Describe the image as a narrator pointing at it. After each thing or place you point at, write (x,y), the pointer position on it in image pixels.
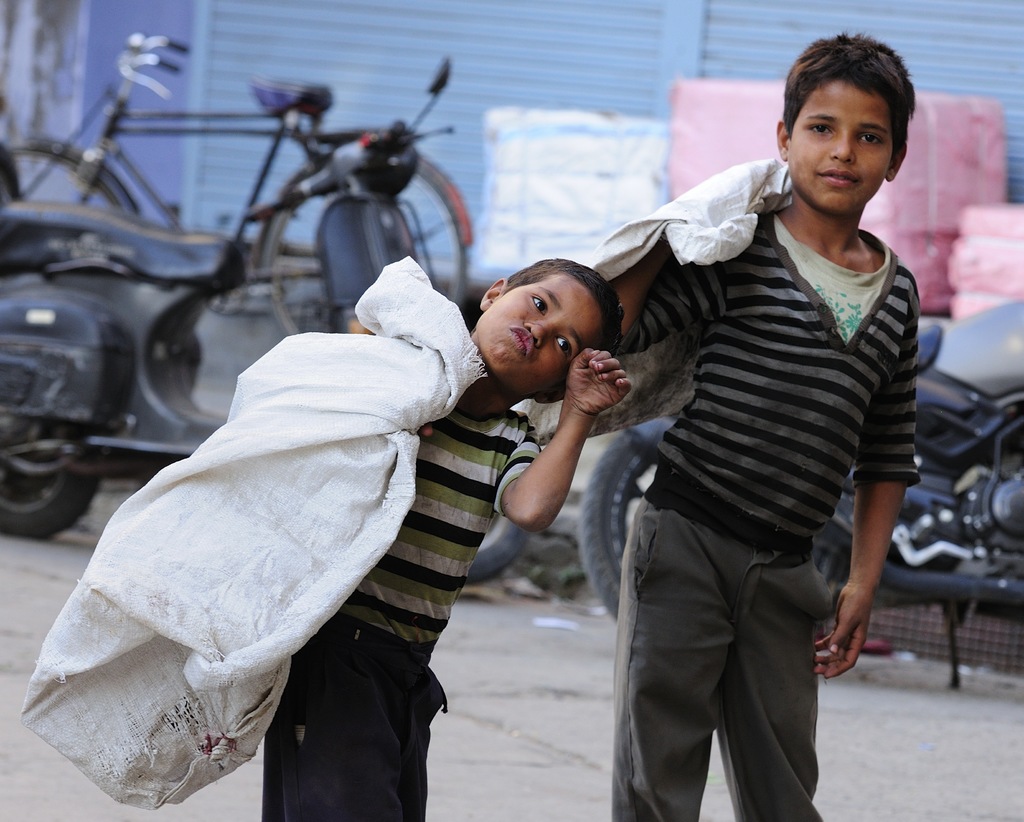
In this image I can see two people (471,511) with different color dresses (788,585) and these people (448,467) are holding the bags (333,488). In the background (285,105) I can see the motorbikes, bicycle (265,220) and few more objects (616,205). I can see the blue color rolling shutter (291,69) in the back (291,76).
